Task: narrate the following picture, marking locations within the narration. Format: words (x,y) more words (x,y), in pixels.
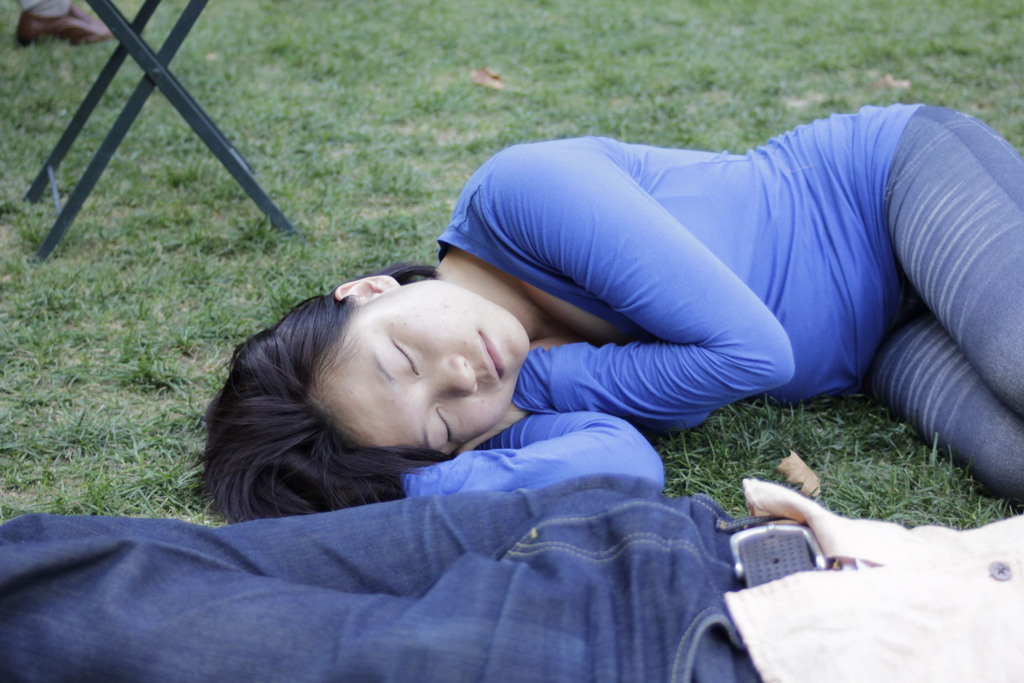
In this image, we can see two people (774,581) lying on the grass (111,418) and we can see a table (115,147).
